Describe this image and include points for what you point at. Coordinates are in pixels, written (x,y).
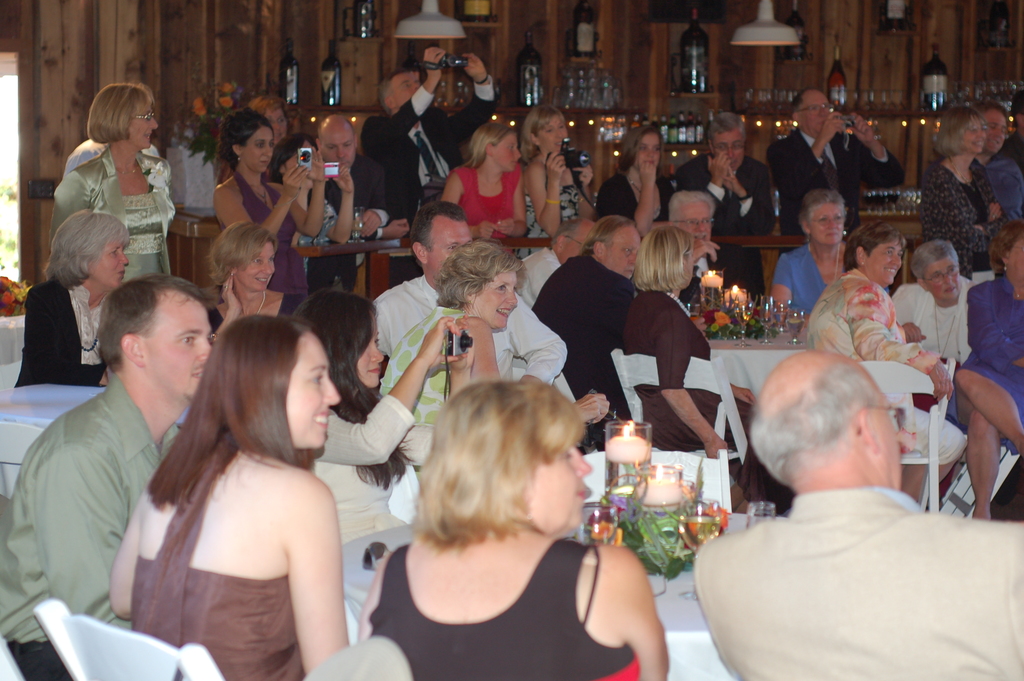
People (444,296) are sitting on chairs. Few people (306,176) are standing. These people (268,201) are holding cameras (463,64). Background (842,91) there are bottles (324,81) in racks (706,126). On these tables (734,522) there are candles (612,453) and glasses (774,314). These are lights (423,35).
